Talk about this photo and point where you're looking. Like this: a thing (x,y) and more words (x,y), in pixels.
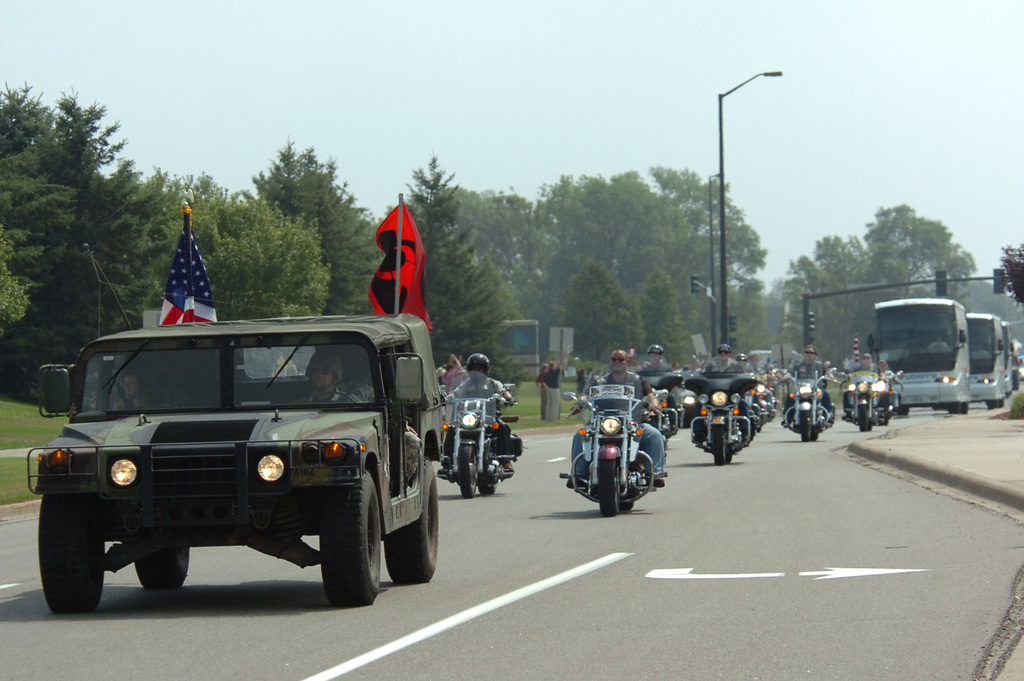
As we can see in the image there is a jeep (237,472), flags (386,239), few people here and there, motorcycles (606,416), buses (897,390), street lamp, traffic signal (822,293), trees (846,331), grass (20,407) and sky (376,85).
